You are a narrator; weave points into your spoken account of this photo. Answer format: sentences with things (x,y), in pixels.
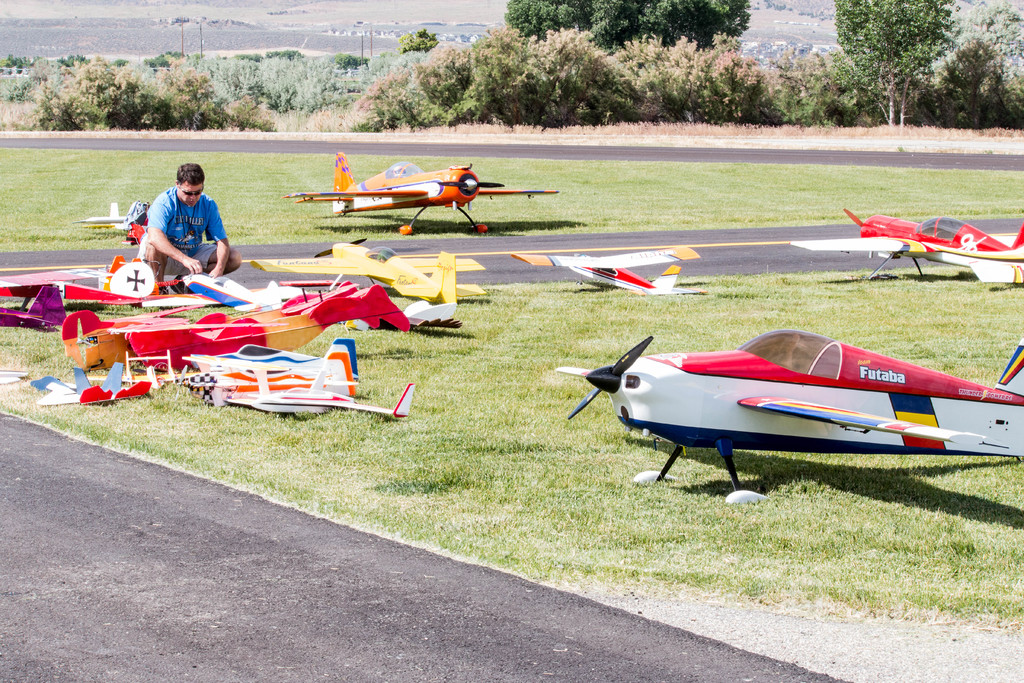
In this image we can see planes (789,422) on the grass (386,463) on the ground (778,548) and a man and there are roads (213,657). In the background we can see trees (648,55) and other objects (238,22).
